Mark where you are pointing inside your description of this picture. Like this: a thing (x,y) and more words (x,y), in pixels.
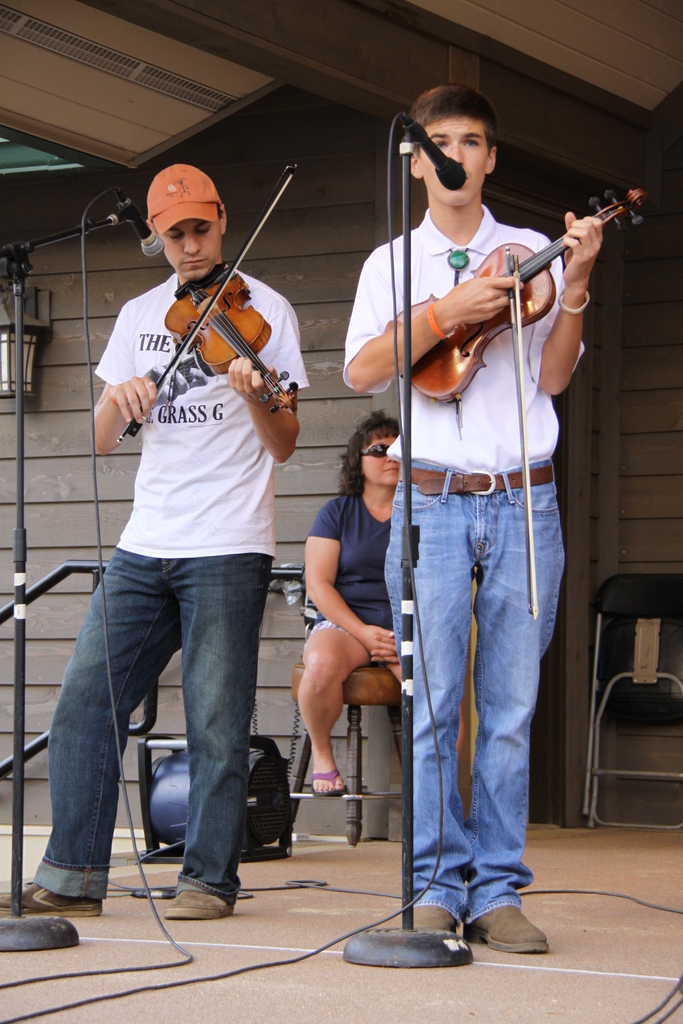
This picture shows two people (493,817) standing and playing violin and we see a microphone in front of them and we see a woman (352,618) seated on the chair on their back.
